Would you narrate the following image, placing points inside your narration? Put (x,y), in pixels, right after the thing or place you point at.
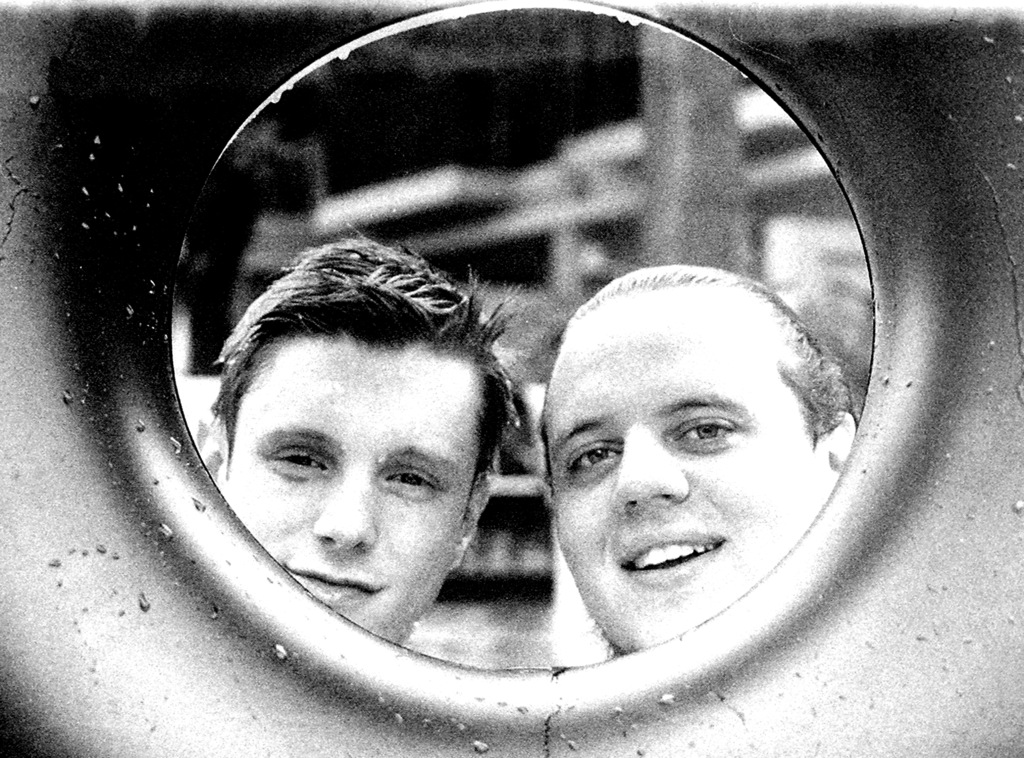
In this image we can see a mirror (468,164) and in the mirror (543,174) we can see the reflection (548,386) of persons faces (705,442) and a blurry background (794,225).
